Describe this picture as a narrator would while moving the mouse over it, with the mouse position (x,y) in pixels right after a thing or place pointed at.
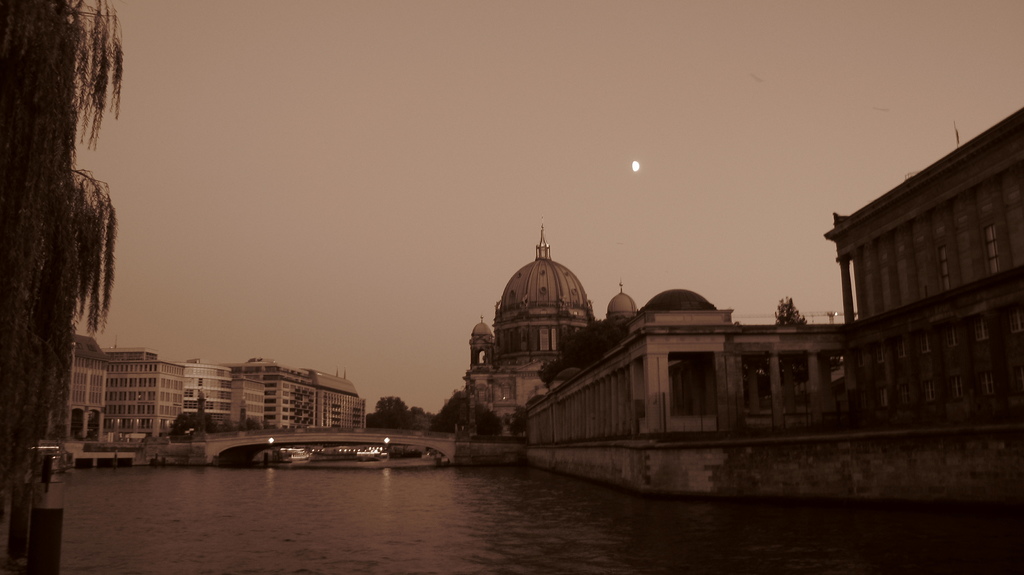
At the bottom (493,559) we can see water (308,526) and a tree (35,289) on the left side (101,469). In the background (456,451) there is a bridge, buildings (633,407), trees (424,424), crane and a half moon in the sky (553,195).
